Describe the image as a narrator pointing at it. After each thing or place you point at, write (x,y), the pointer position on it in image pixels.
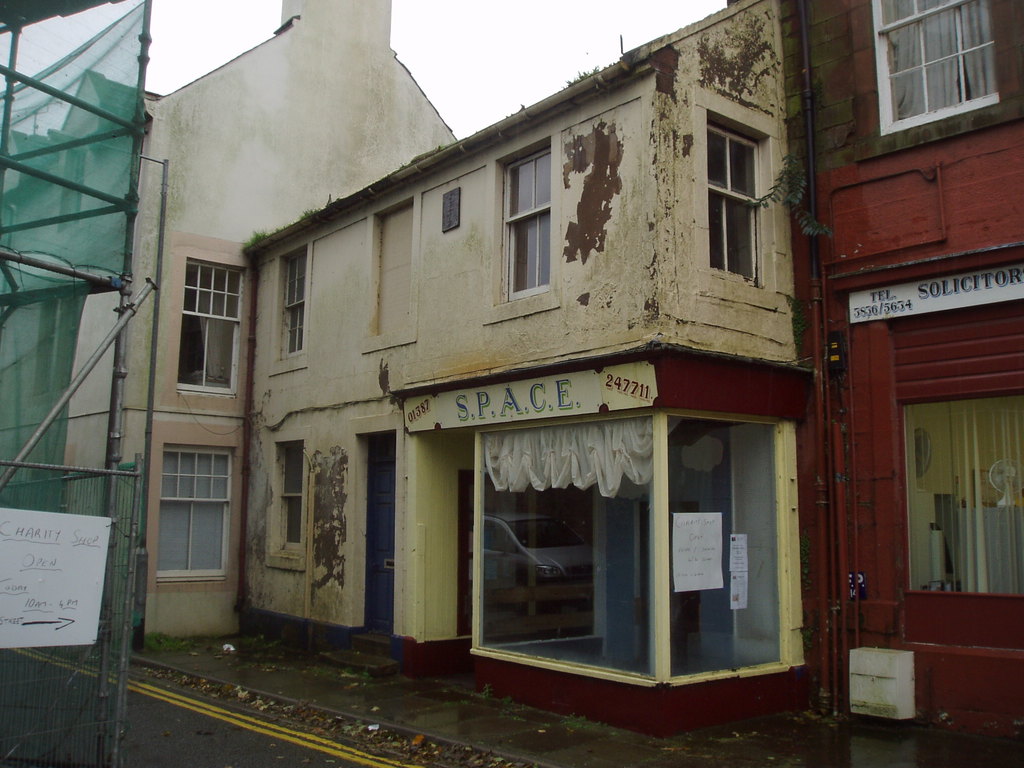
In the picture we can see a part of the road (169,714) and beside it, we can see some houses (722,635) with windows (710,621) and glasses (638,635) to it and opposite side of it, we can see some pole construction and on the top of it we can see a part of the sky (507,45).
